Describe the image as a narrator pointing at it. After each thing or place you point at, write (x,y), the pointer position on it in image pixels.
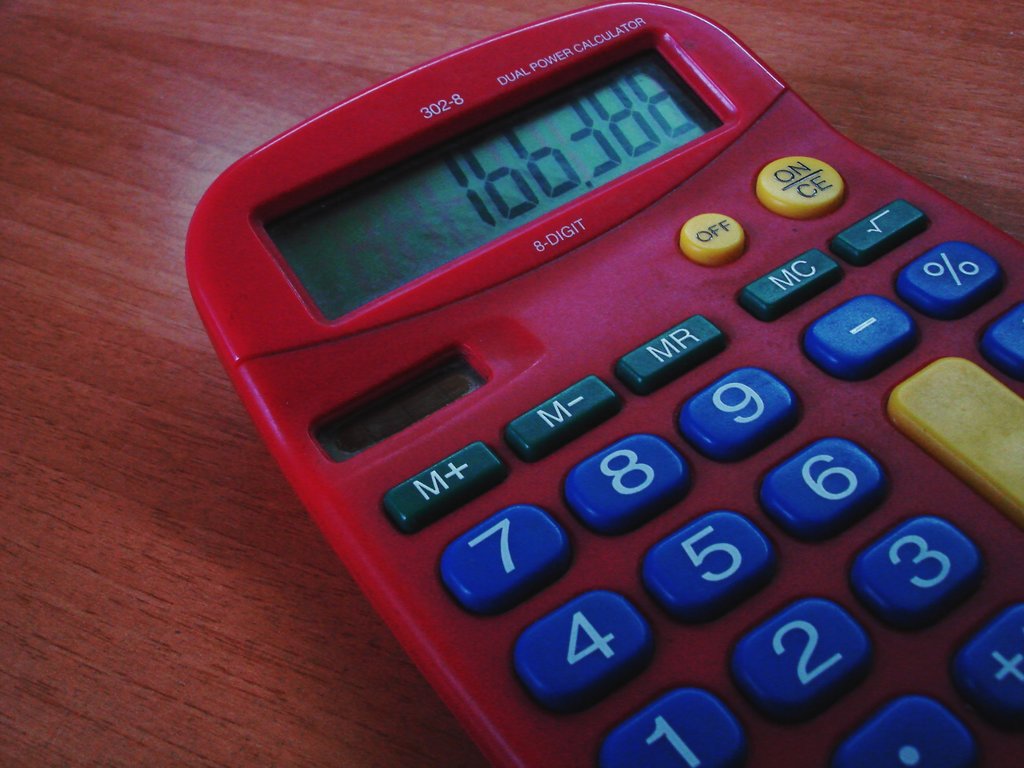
In this image I can see red color calculator (537,301) and we can see blue, black and yellow color buttons (976,398). Calculator (579,399) is on the maroon color table (150,385).
